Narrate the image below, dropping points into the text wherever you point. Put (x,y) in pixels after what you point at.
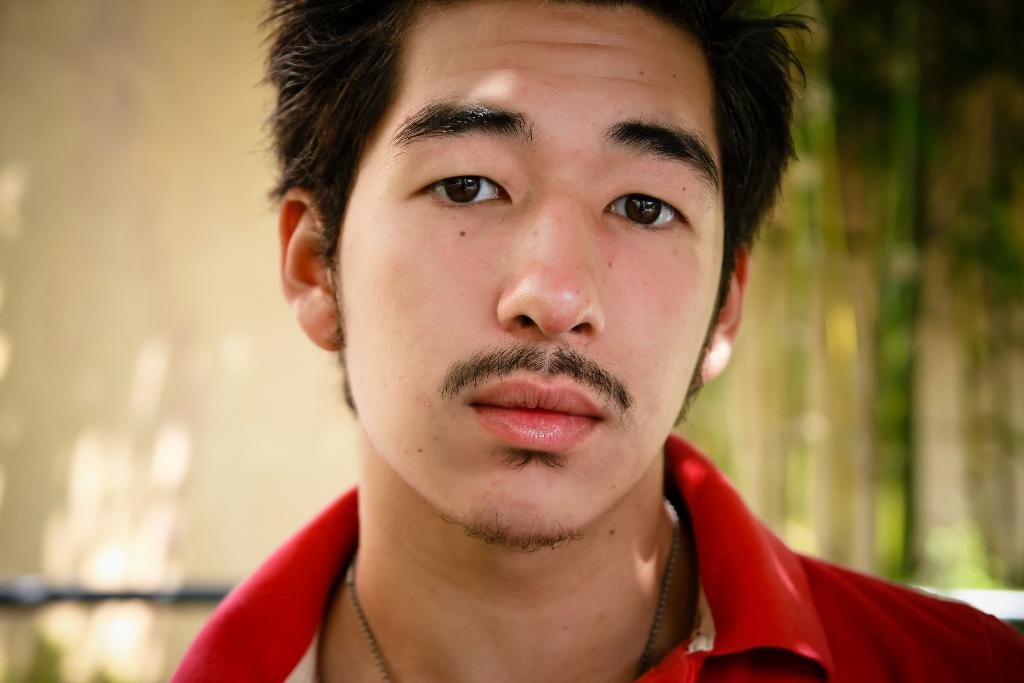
In the middle of the image (483,350) we can see a man (558,380), he wore a red color t-shirt (810,592), and we can see few trees (856,276) in the background (913,300).
